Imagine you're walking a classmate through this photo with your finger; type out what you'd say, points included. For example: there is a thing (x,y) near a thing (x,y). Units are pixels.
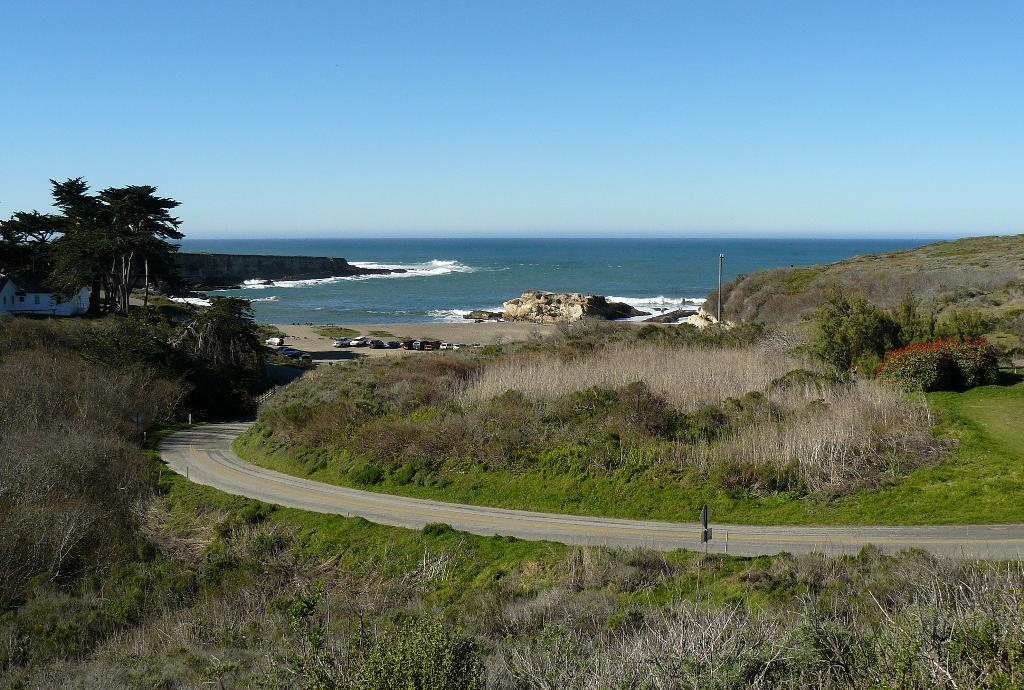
In this picture we can see ocean (740,243). On the bottom (851,616) we can see road (938,544), grass (914,511), plants (673,642). On the left (136,204) we can see trees (98,211). On the top (612,152) there is a sky (677,100). Here we can see cars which are park near to the beach (471,341).
